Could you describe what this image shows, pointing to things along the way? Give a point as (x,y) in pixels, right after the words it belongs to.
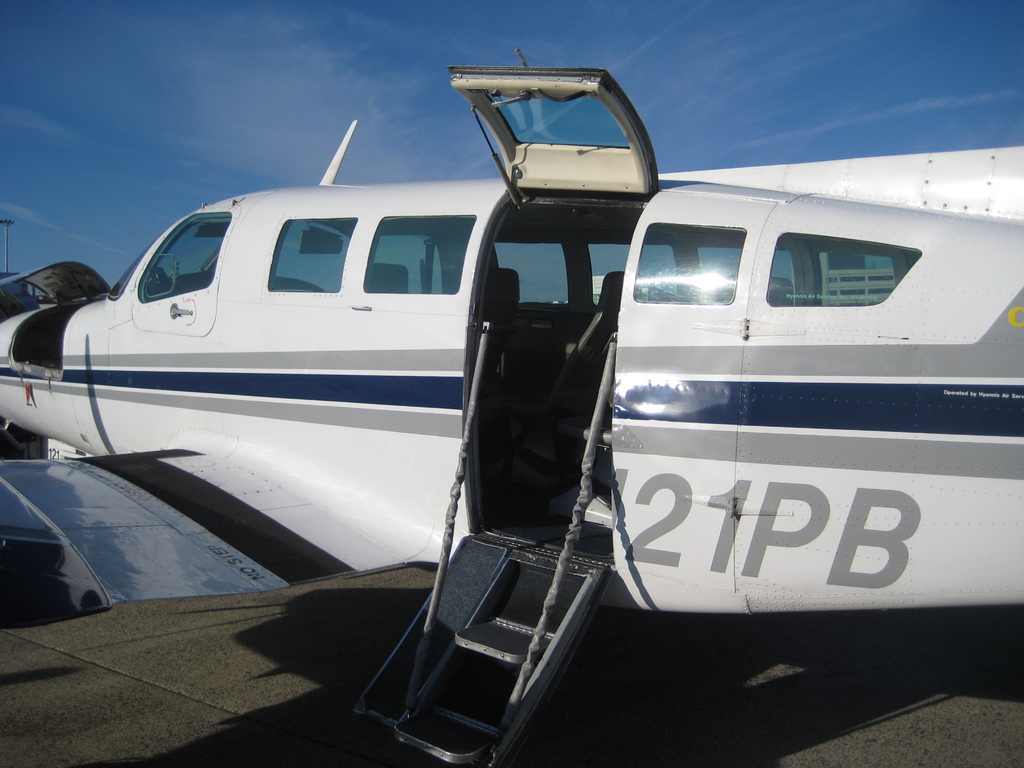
In this image there is an airplane (497,453) on the ground (781,685). There are numbers (675,515) and alphabets (865,531) on the airplane (915,429). The door (544,156) of the airplane (510,247) is open. At the top (283,63) there is the sky (297,47).
